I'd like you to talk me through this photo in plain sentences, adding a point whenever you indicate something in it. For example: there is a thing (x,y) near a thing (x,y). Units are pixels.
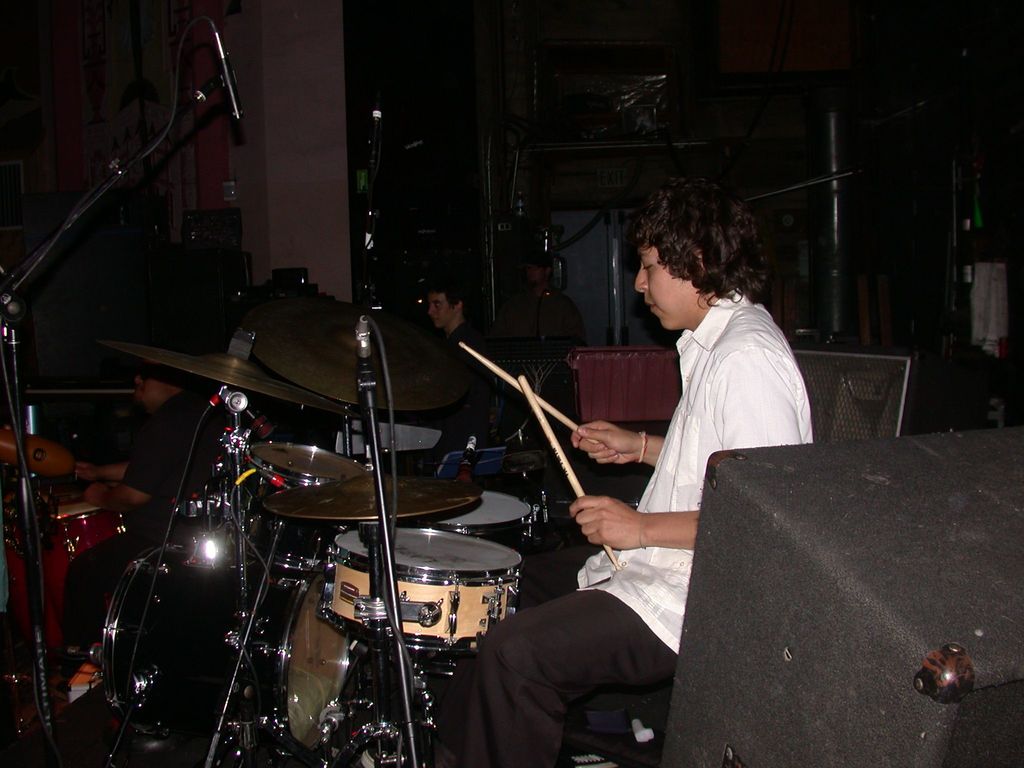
This picture shows a man (599,454) seated and playing drums (203,643) with the drum sticks (562,410) and we see few people (464,367) seated on the side.
